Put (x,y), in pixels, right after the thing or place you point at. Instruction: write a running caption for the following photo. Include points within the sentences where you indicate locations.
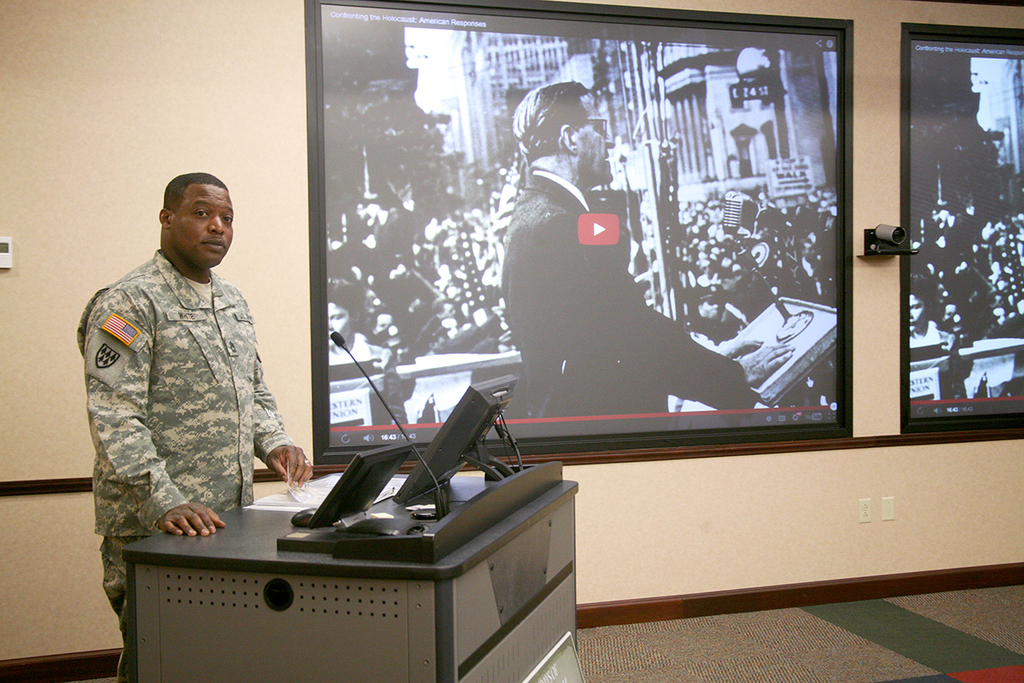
In this image we can see a man (165,361) standing in front of a mike (363,368). Here we can see a table (355,647), monitors (354,496), mouse (299,518), and papers (306,498). Here we can see a carpet (795,615) on the floor (690,618). In the background (201,116) we can see wall (937,498), screens (1001,161), and objects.
